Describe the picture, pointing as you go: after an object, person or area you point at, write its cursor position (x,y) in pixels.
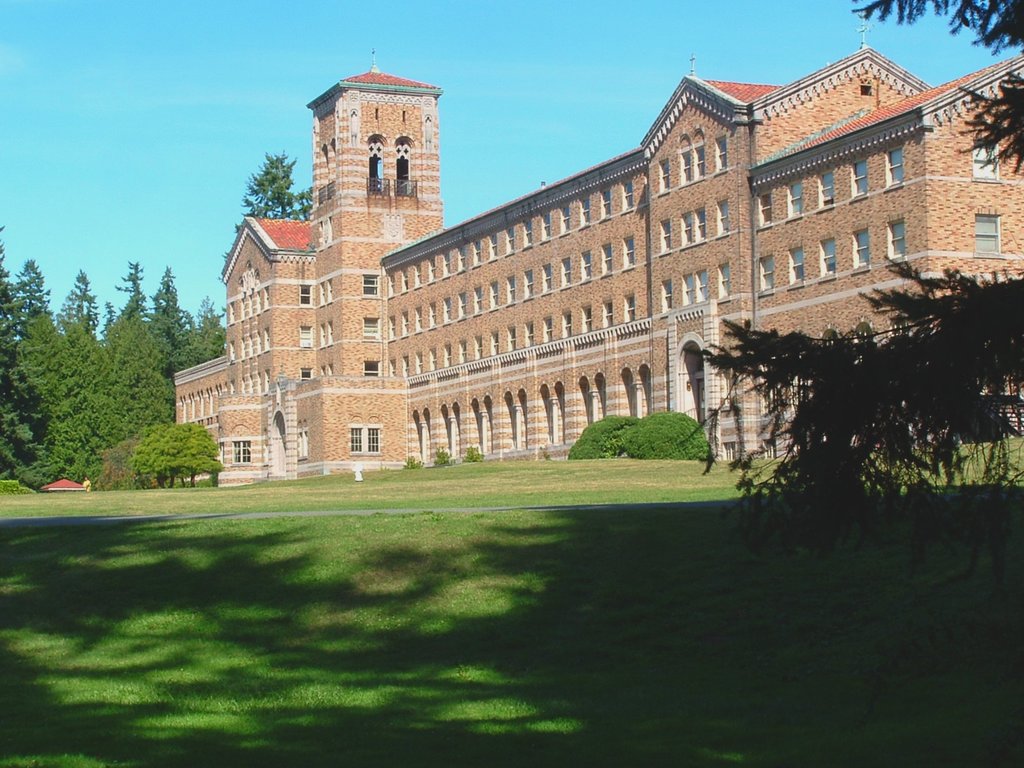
In this image in the front (441,564) there's grass (401,519) on the ground (441,579). On the right side (984,327) there are leaves (934,300). In the background (400,315) there is a castle (535,321) and there are trees (160,376).
